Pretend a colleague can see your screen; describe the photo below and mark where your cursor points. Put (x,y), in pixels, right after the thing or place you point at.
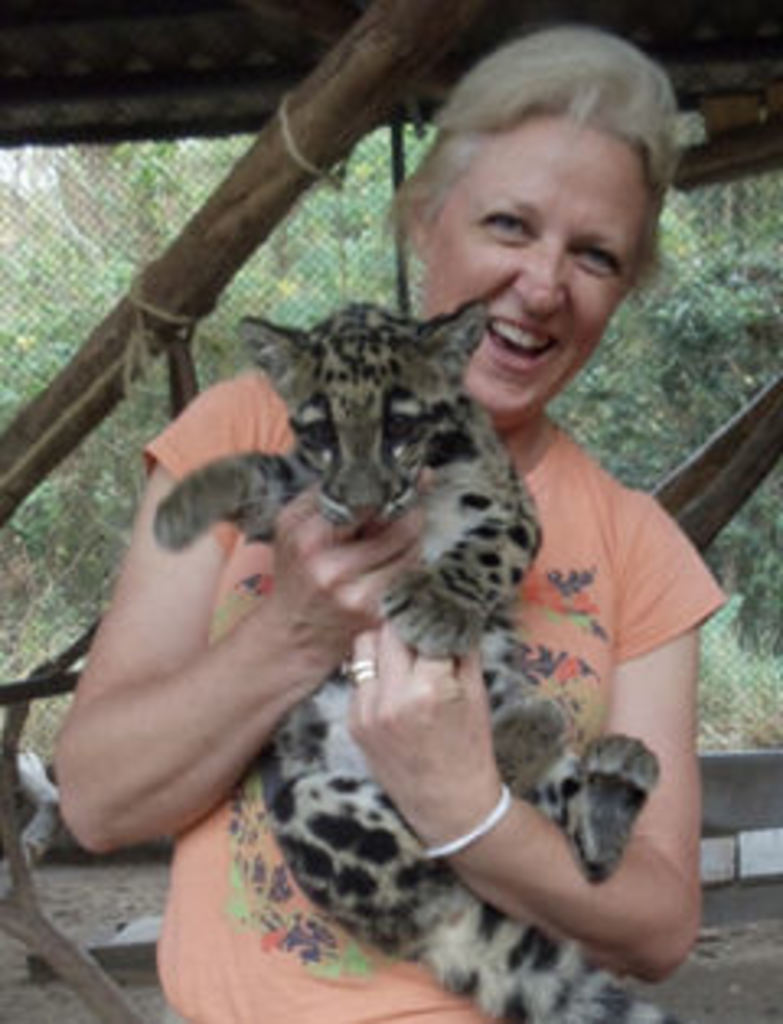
Here we can see a woman (635,532) holding a cat (347,379) with her hands (383,583) and she is smiling. In the background (598,407) we can see a mesh (28,254) and trees (43,629).
